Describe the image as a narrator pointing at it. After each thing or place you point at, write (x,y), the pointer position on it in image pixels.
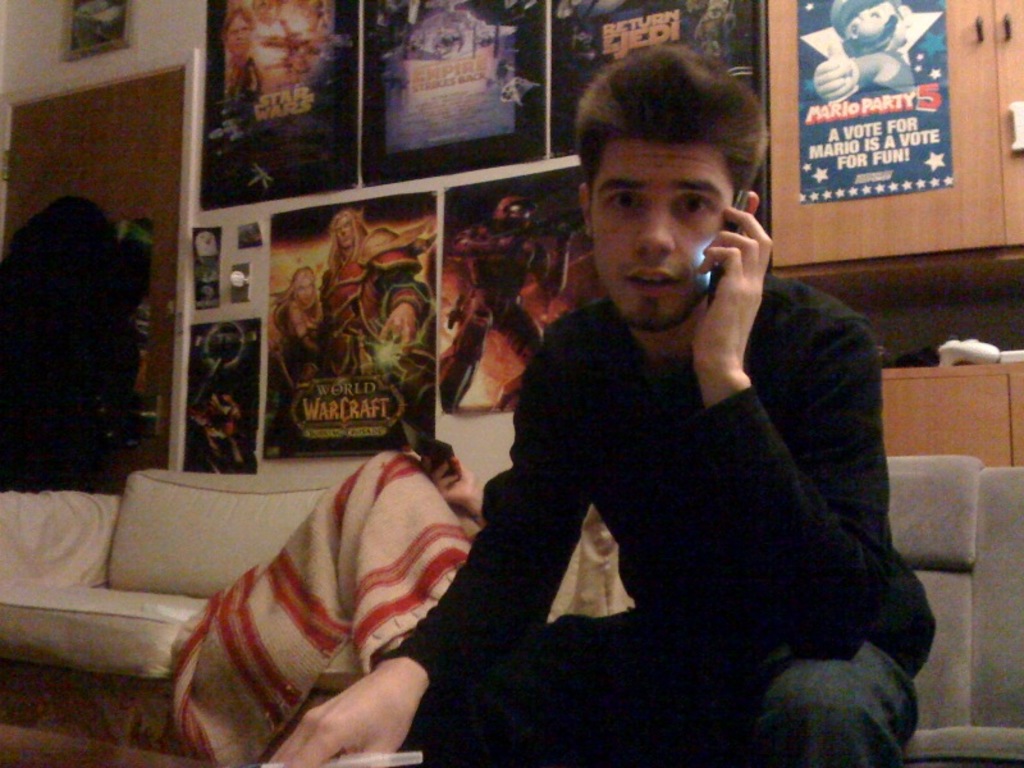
In the picture I can see a person (848,401) wearing a black color dress (736,595) is sitting on the sofa (957,650) and talking on the mobile phone (711,270). In the background (436,465), we can see another person (418,596) is covered with a blanket (380,523) and holding a mobile phone (428,442) and also sitting on the sofa (155,545). Here we can see many posters (348,222) are posted to the wall (547,35), we can see wooden cupboards (924,251), some objects (130,286) and the door (91,172) on the left side of the image (87,340).
